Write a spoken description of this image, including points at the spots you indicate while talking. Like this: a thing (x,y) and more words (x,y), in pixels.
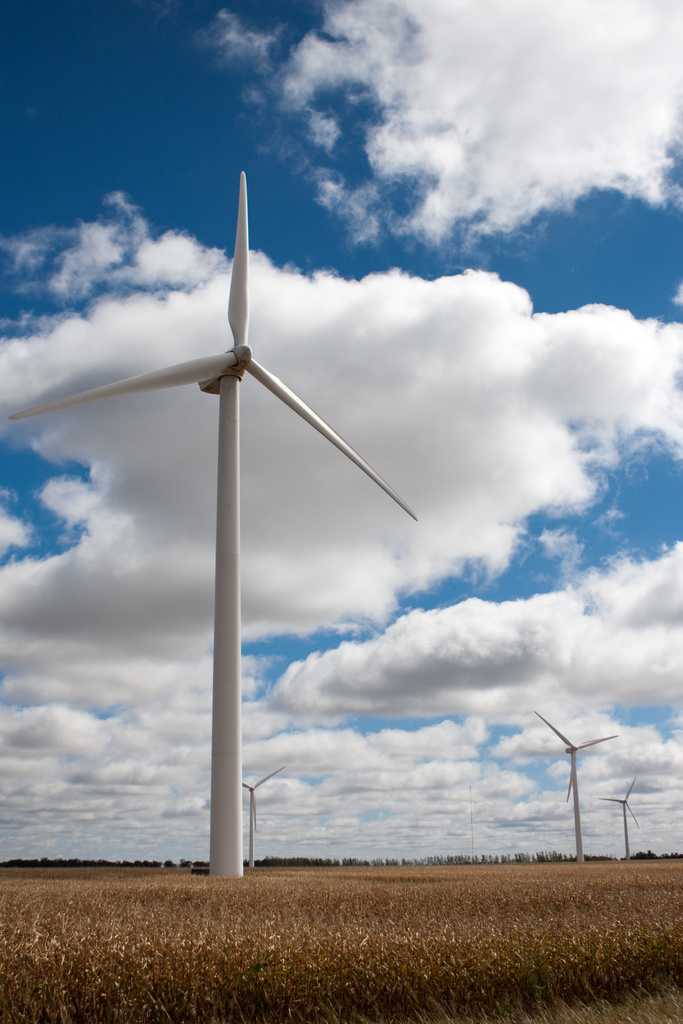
In this picture we can see many wind turbines (579,837). At the bottom (235,891) we can see farmland (313,895). In the background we can see many trees (669,858). At the top (392,145) we can see sky (641,475) and clouds (438,376).
